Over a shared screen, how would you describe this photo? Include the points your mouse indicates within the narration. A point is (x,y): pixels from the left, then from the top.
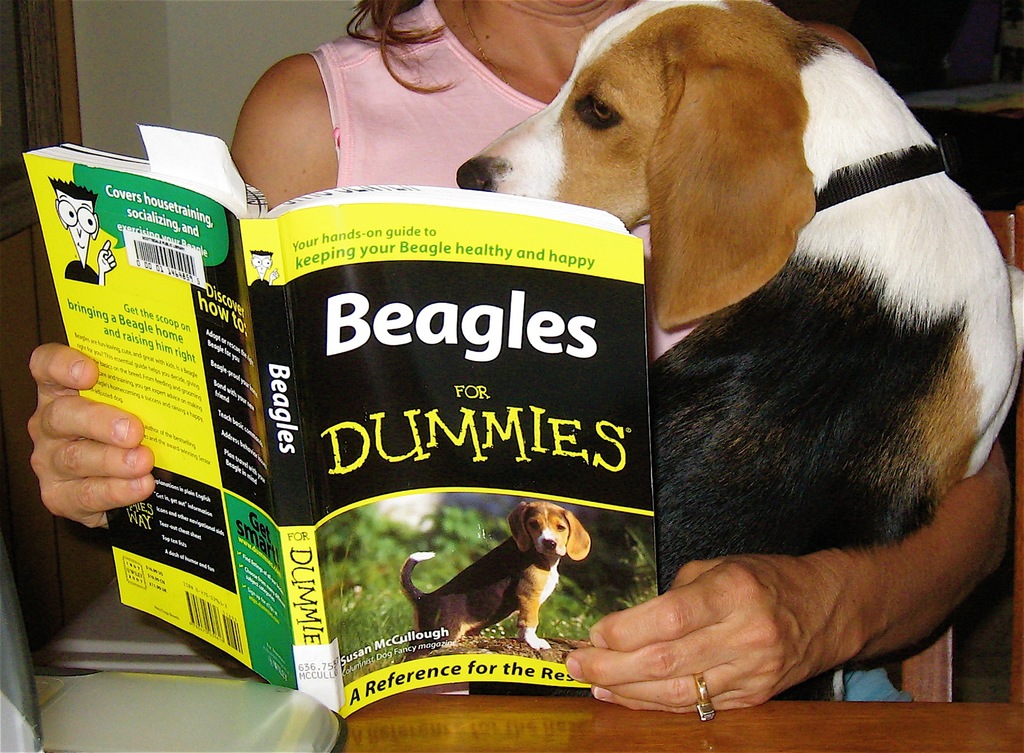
In the middle (676,254) there is a woman (435,62) she hold dog (690,254) and book (315,375). In the background (200,30) there is a door (61,61) and wall (195,104).
